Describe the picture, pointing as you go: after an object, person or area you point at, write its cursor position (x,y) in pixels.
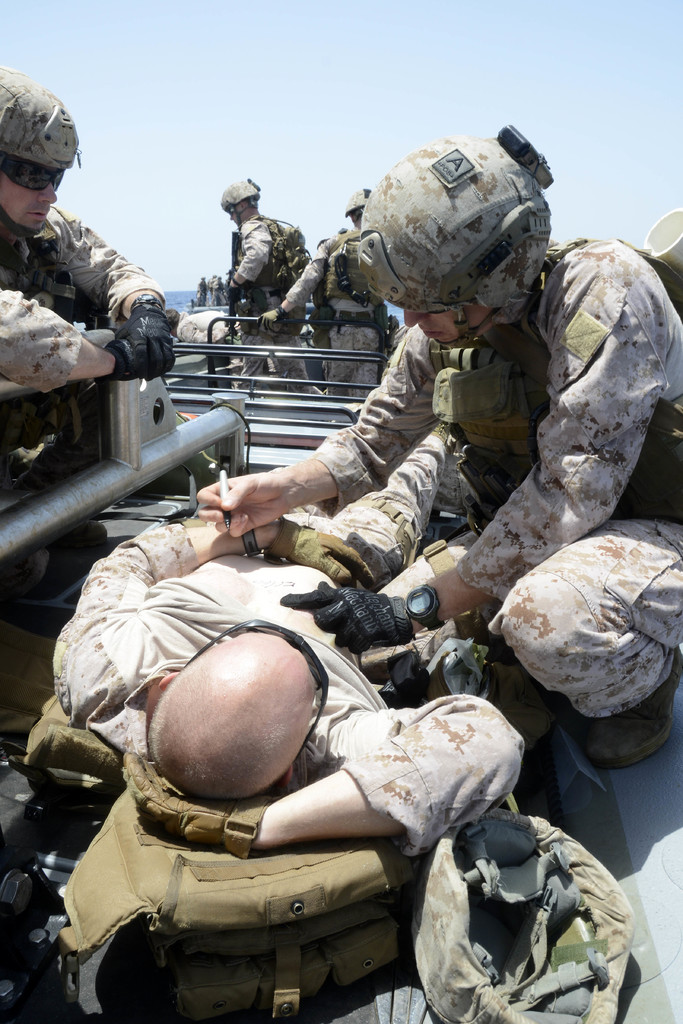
In the middle of the image (410,506) a man (431,551) is laying on a boat (177,455). Bottom right side of the image (637,736) a man (403,305) is sitting and holding a pen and writing. Top left side of the image (138,277) a man (10,77) is standing and watching. In the middle of the image (304,360) two persons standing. Behind them few people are standing. Top of the image (406,114) there is sky (523,124).
